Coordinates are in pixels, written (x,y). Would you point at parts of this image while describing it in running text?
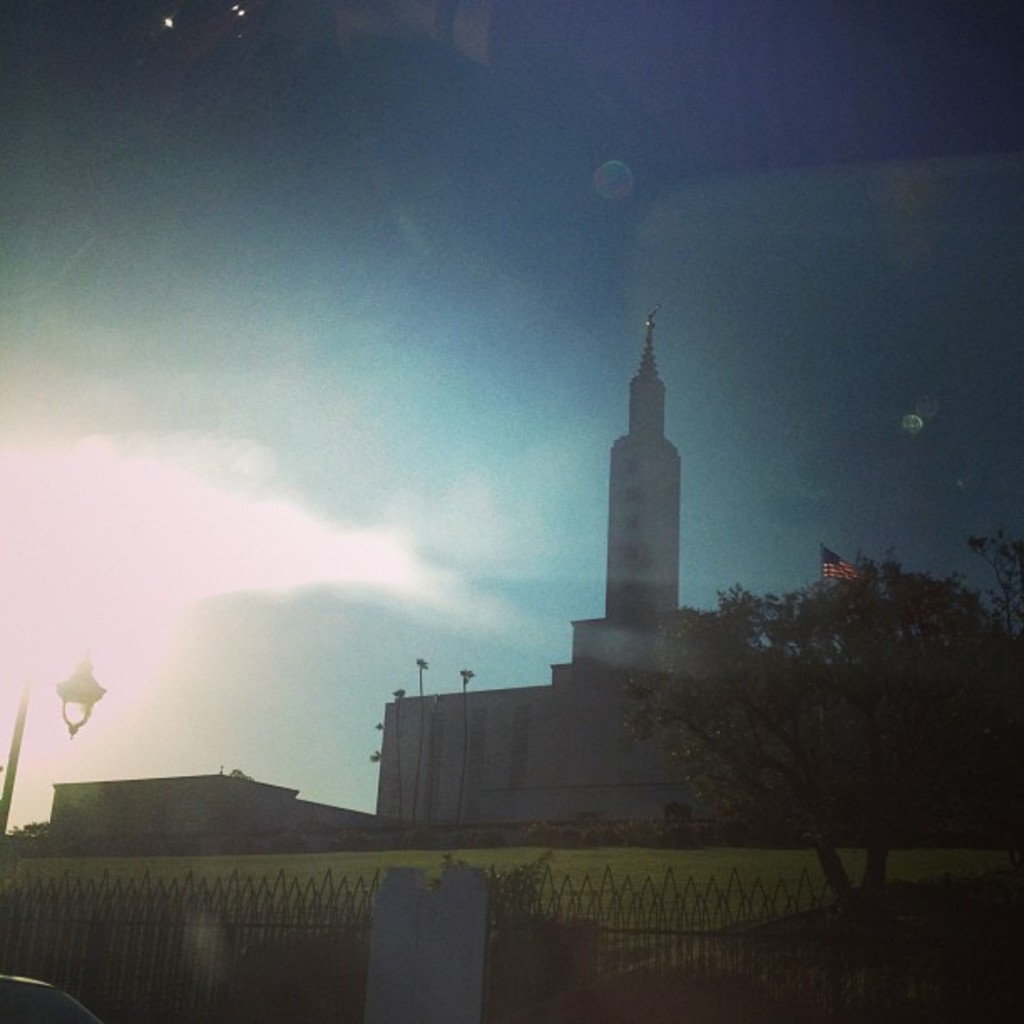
In this picture we can see buildings (110,833), flag (842,570), trees (773,715), pole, lamp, fence (144,913), grass (784,879) and in the background (261,552) we can see the sky (412,358).
